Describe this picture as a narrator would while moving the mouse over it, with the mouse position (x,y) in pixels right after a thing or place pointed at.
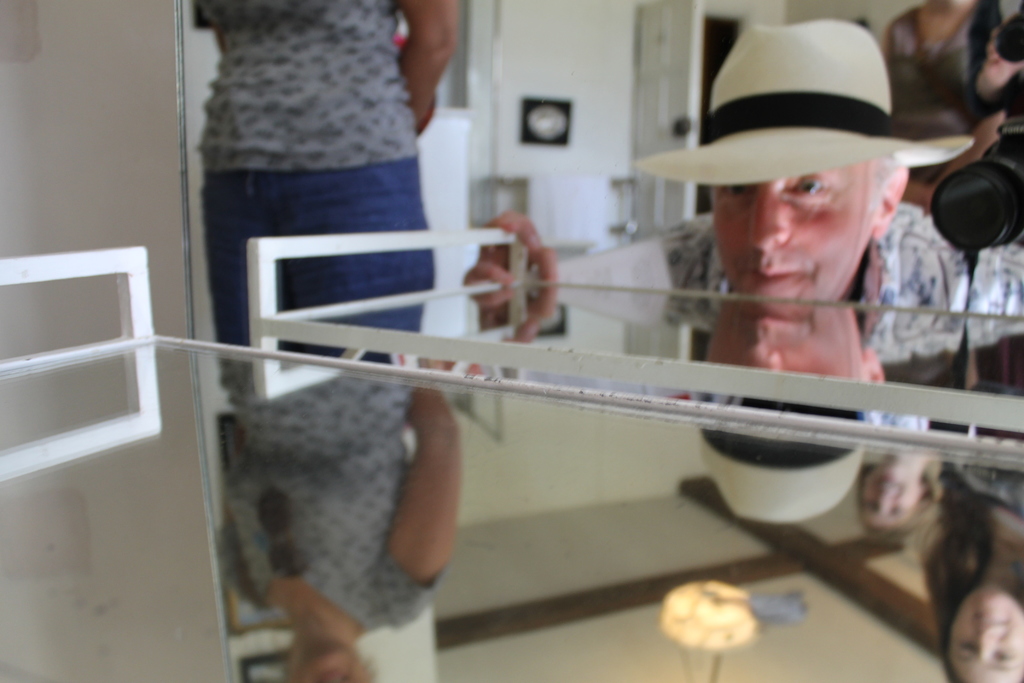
In this picture we can see the glass (451,573), camera (939,225), three people (378,112), door (659,8), wall (628,107) and some objects (558,101).
